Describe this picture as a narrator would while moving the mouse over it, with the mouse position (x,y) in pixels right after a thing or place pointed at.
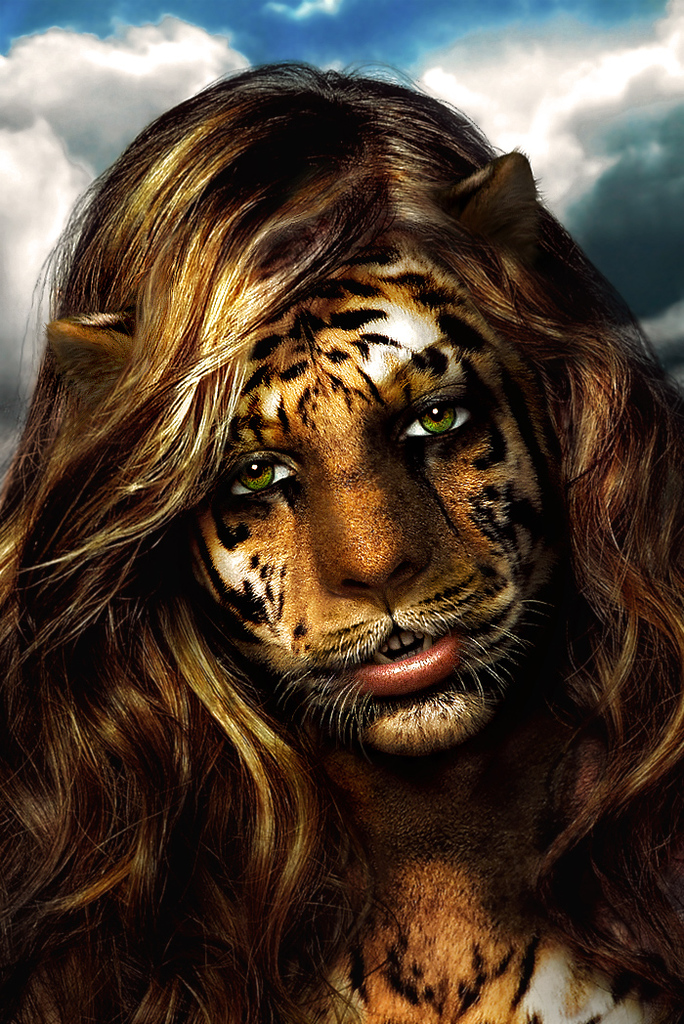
In this picture we can see the edited image. In the center (328,617) we can see the woman (500,369) who is painted on his face (403,541). At the top (576,79) we can see sky (550,46) and cloud (510,46).
